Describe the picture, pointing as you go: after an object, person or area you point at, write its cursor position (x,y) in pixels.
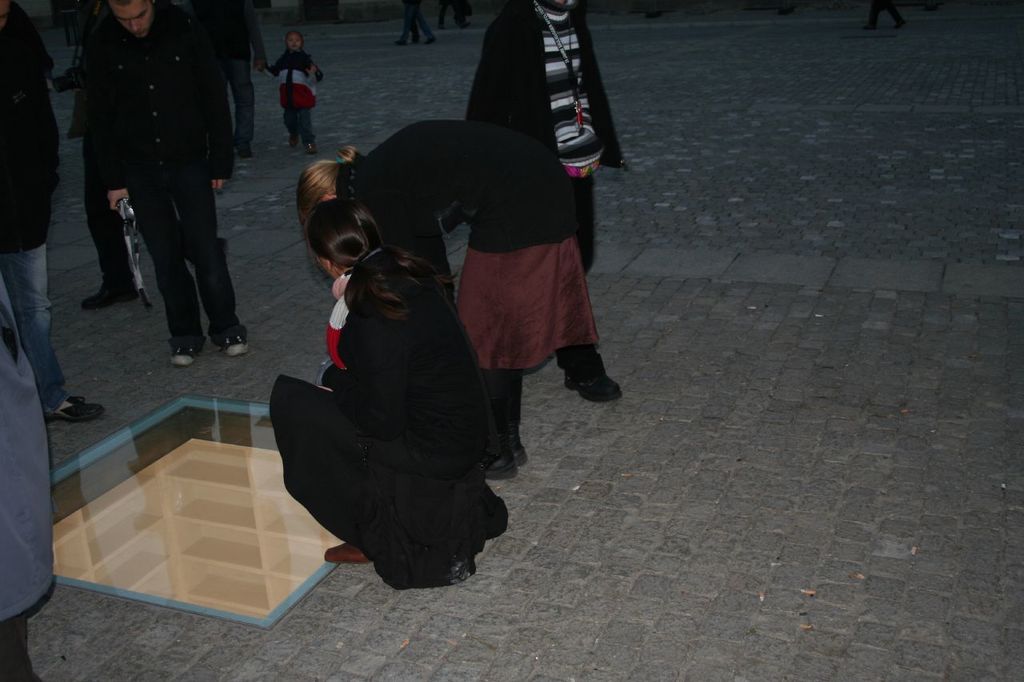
In this picture I can see group of people (444,210) standing, there is a person (377,353) in a squat position, this is looking like underground cabin (254,513).
